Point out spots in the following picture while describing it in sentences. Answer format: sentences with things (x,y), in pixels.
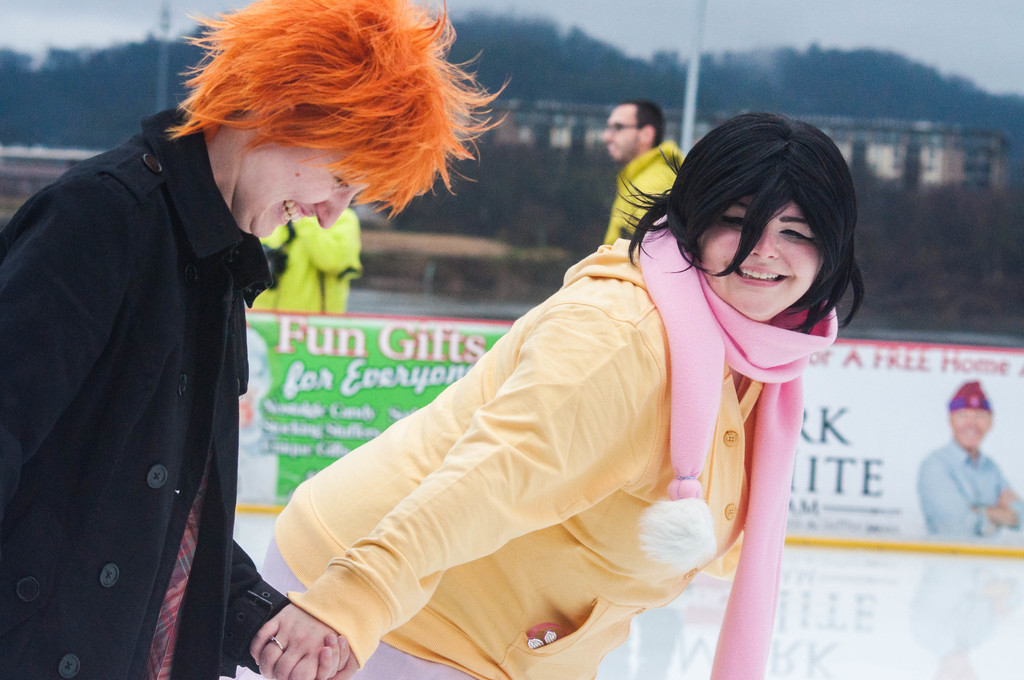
On the left side (153,441), there is a woman (245,62) smiling and holding a hand (307,621) of another woman (728,244) who is smiling. In the background (989,117), there are other two persons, trees (174,49), buildings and there are clouds (72,36) in the sky (849,0).
